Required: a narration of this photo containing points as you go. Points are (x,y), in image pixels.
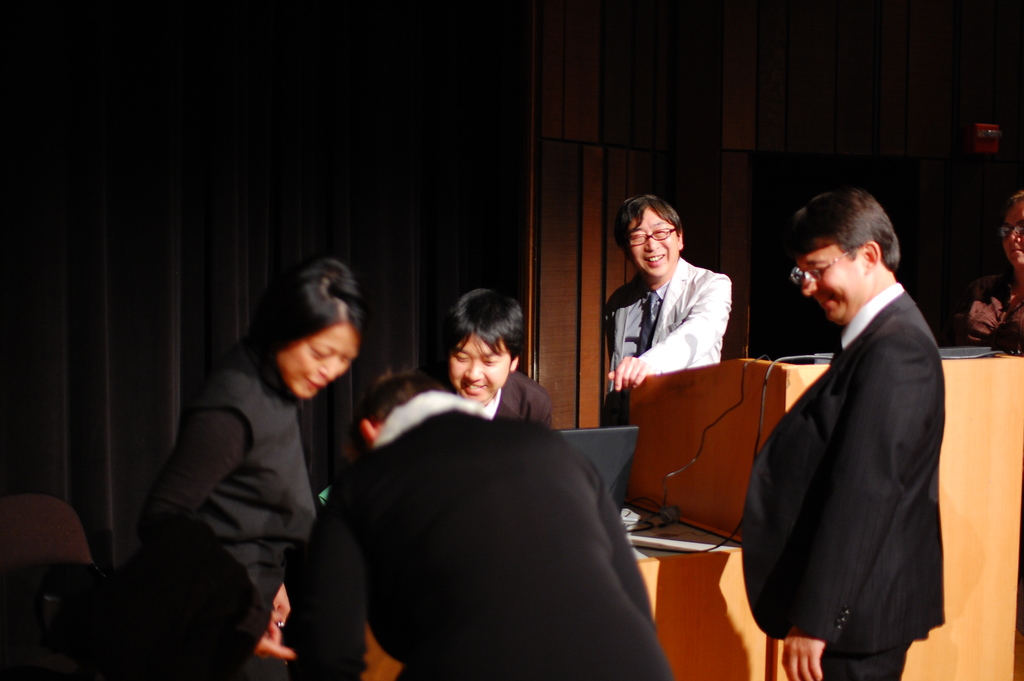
In this image there are a few people (490,378) standing and there is a table (661,460) with laptops (626,469) and some cables (821,356) on top of it, on the left side (12,539) there is a chair (26,548). In the background (306,151) there is a curtain (343,204) and a wall (634,95).
